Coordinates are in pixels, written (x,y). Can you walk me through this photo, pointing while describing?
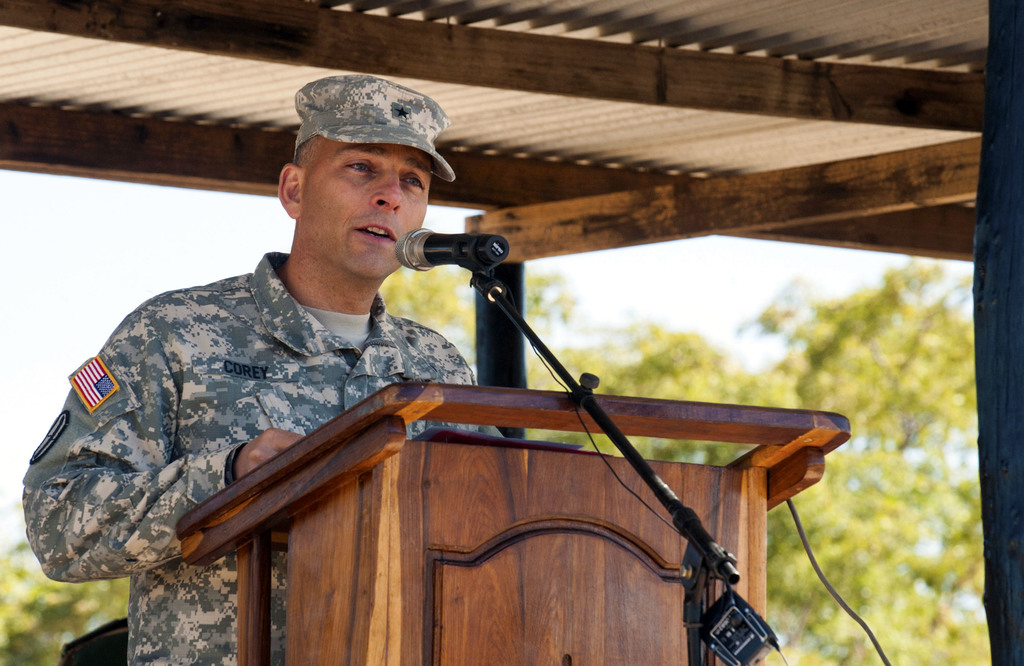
In this picture I can see a man (309,129) standing at a podium (397,431) and speaking with help of a microphone (456,241) and he wore a cap (380,124) on his head (403,150) and I can see trees (857,400) in the back (44,333) and a cloudy sky (745,306).
